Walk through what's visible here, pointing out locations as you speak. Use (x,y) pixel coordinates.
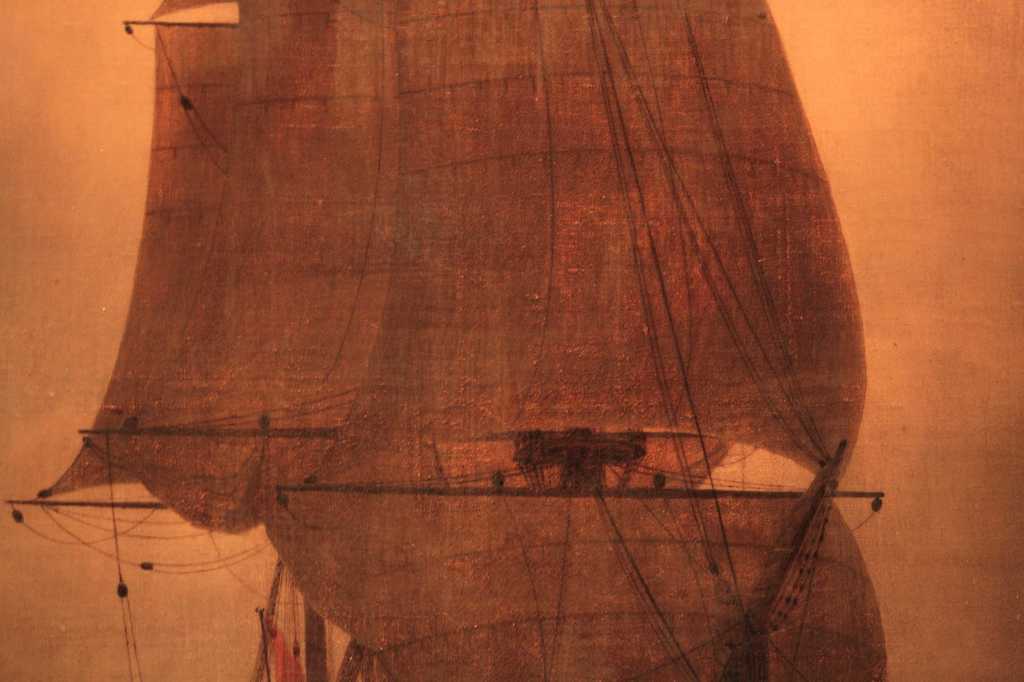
This is a picture of an art of a ship (511,419).
